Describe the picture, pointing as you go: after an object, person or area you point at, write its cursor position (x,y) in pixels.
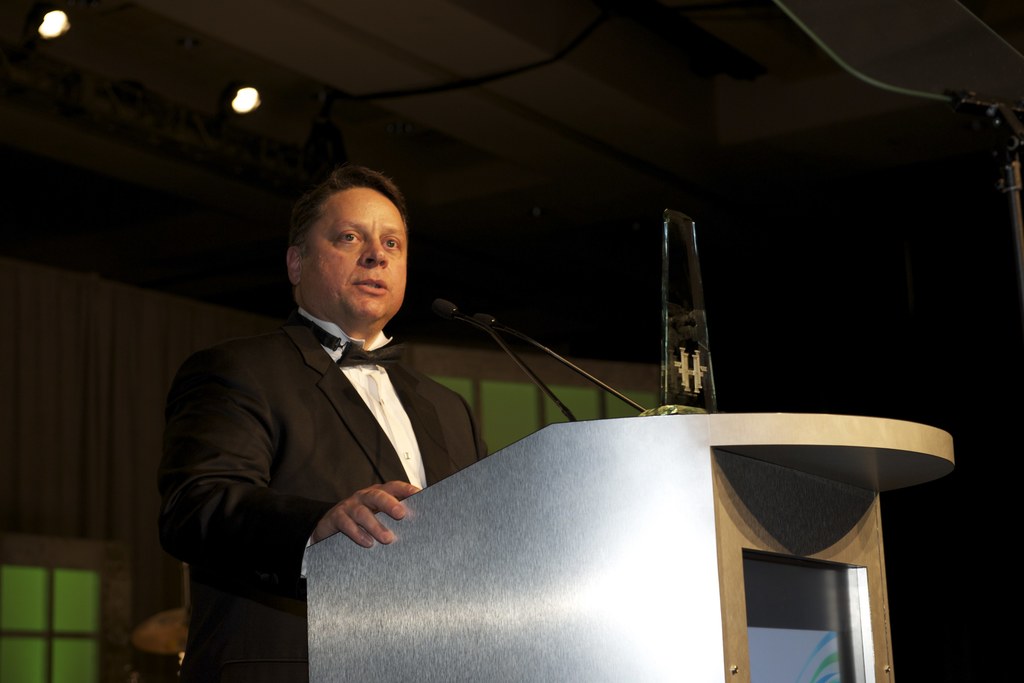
In this image I can see the person (350,447) standing in-front of the podium (725,415). On the podium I can see the mics (550,349). The person (354,382) is wearing the white and black color dress (316,408). I can see some lights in the top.
